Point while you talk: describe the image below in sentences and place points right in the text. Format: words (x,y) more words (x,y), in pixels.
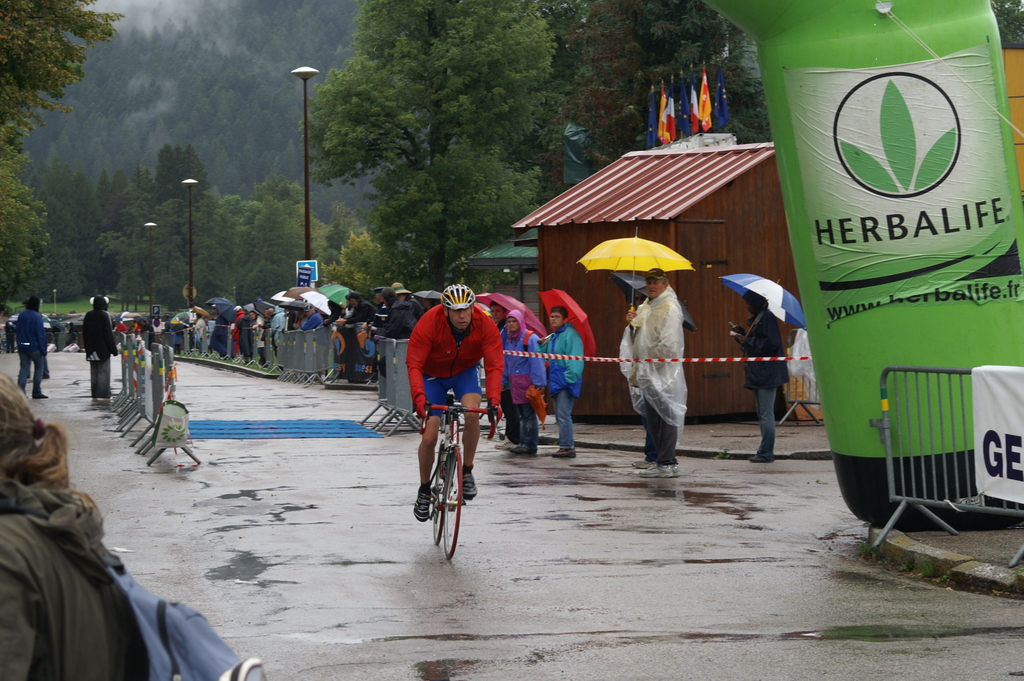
This picture is clicked outside. In the center (457,332) there is a person (457,381) riding a bicycle (447,524). On the left (35,461) we can see the group of persons (102,376) and some stand (151,376) placed on the ground (183,478). On the right corner (912,28) there is a green color object (904,306) and metal rods (946,502) and we can the group of persons (680,347) holding umbrellas (632,299) and standing on the ground (944,536). In the background (211,44) we can see the poles (308,109), trees (407,92), flags (688,110) and a cabin (752,231).
